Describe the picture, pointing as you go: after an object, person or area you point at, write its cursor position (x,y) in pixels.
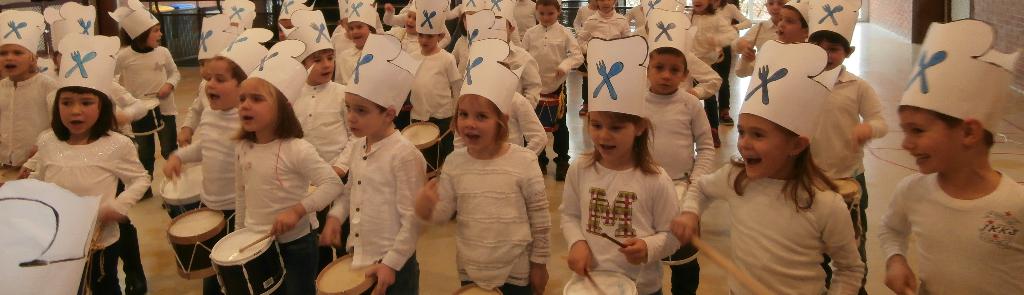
In this picture we can see all the boys (672,67) and girls (754,117) wearing same attire (857,150) and white colour caps (970,89), playing drums (272,249) with sticks (244,251) on the floor (547,165). On the background (908,14) we can see wall (1007,17).
